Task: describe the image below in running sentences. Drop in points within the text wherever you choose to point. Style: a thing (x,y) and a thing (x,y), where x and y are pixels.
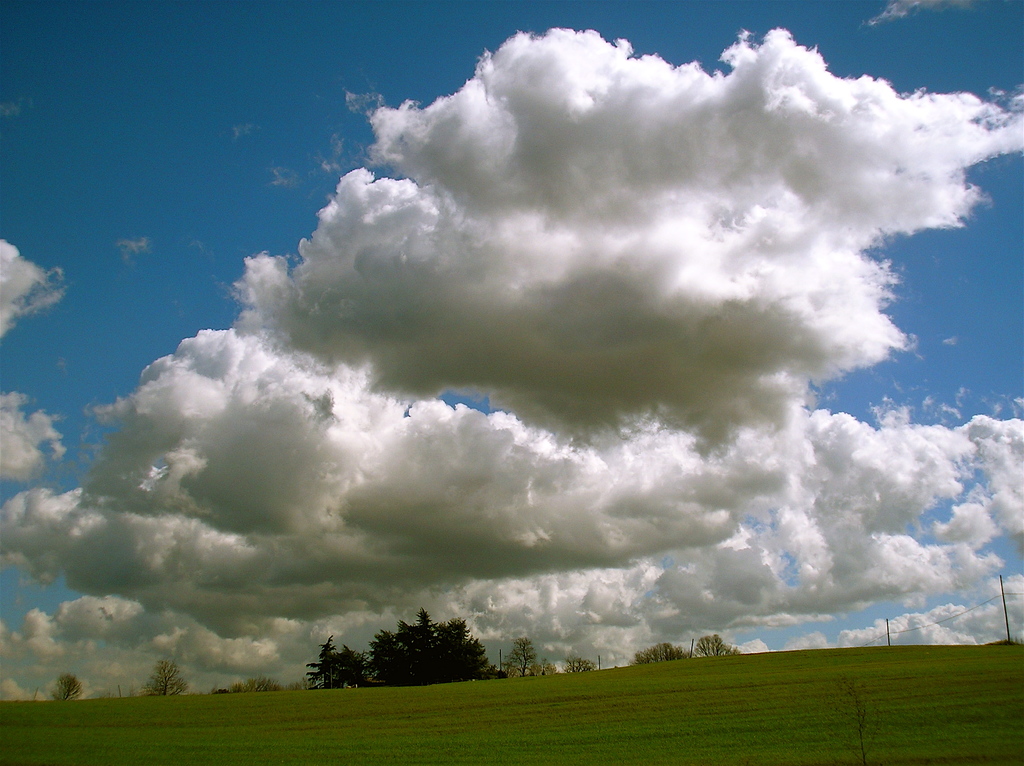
In this image we can see sky (390,249) with clouds (498,359) on the top (599,243) and on the bottom of the image (526,687) there are trees (539,667), grass (809,680) and pole (1004,605) with wires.
